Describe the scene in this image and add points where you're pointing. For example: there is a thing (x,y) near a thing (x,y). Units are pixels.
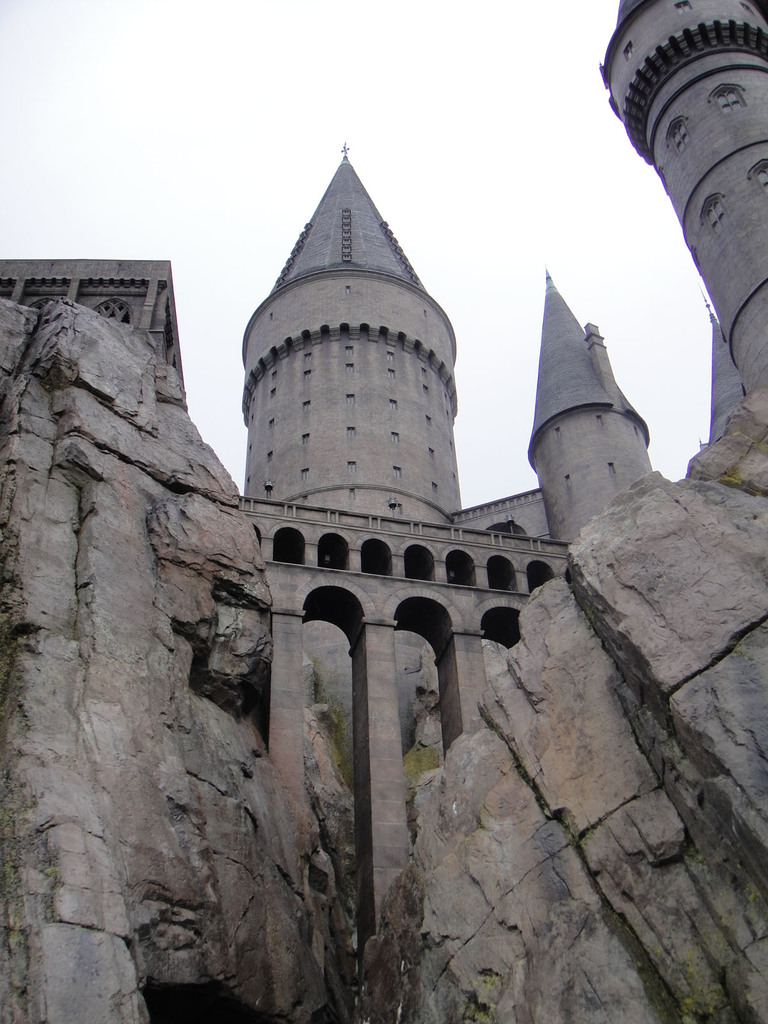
In this image there is a fort (725,345). In the foreground (277,854) there are rocks (500,853). There is a bridge (403,553) across the rock (687,576). At the top (319,104) there is the sky (426,113). There is algae (410,760) on the rocks (341,745).
